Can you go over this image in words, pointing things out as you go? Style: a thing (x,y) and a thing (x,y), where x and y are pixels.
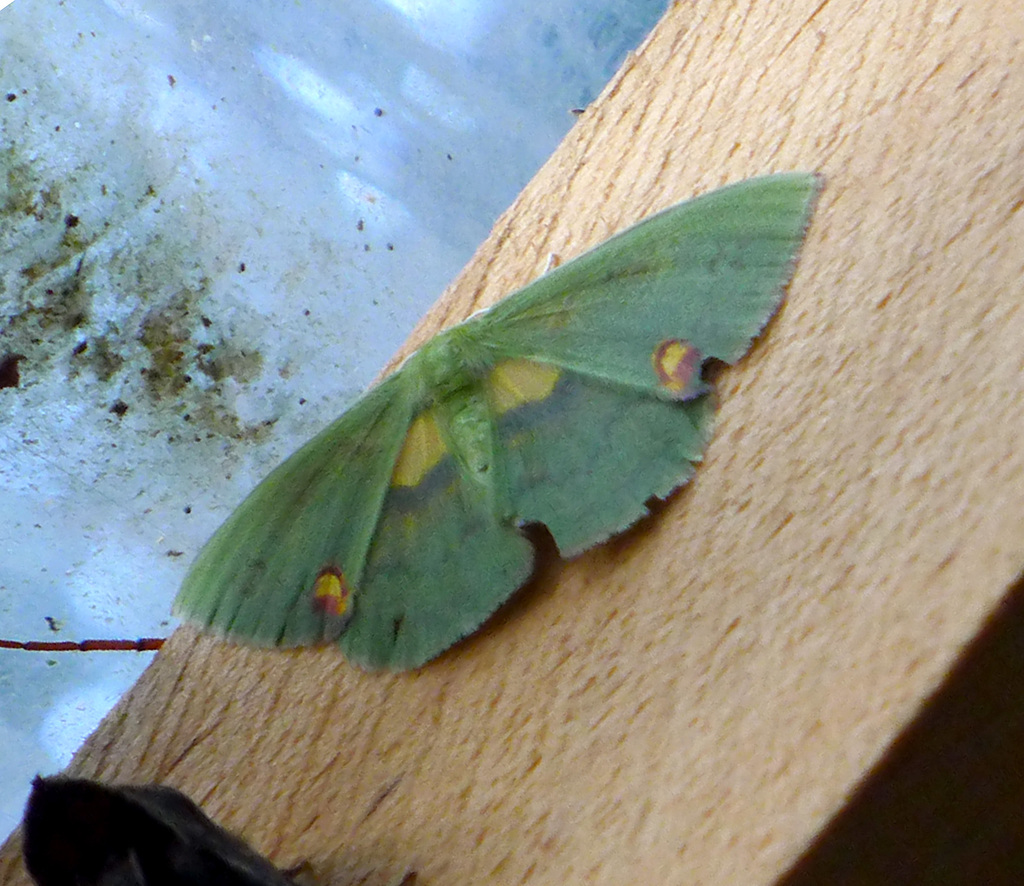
In the center of the image (617,424) we can see a moth (586,459) on the wooden block (514,709). In the background (371,290) there is a wall (321,180). At the bottom (103,848) we can see an object (145,863).
